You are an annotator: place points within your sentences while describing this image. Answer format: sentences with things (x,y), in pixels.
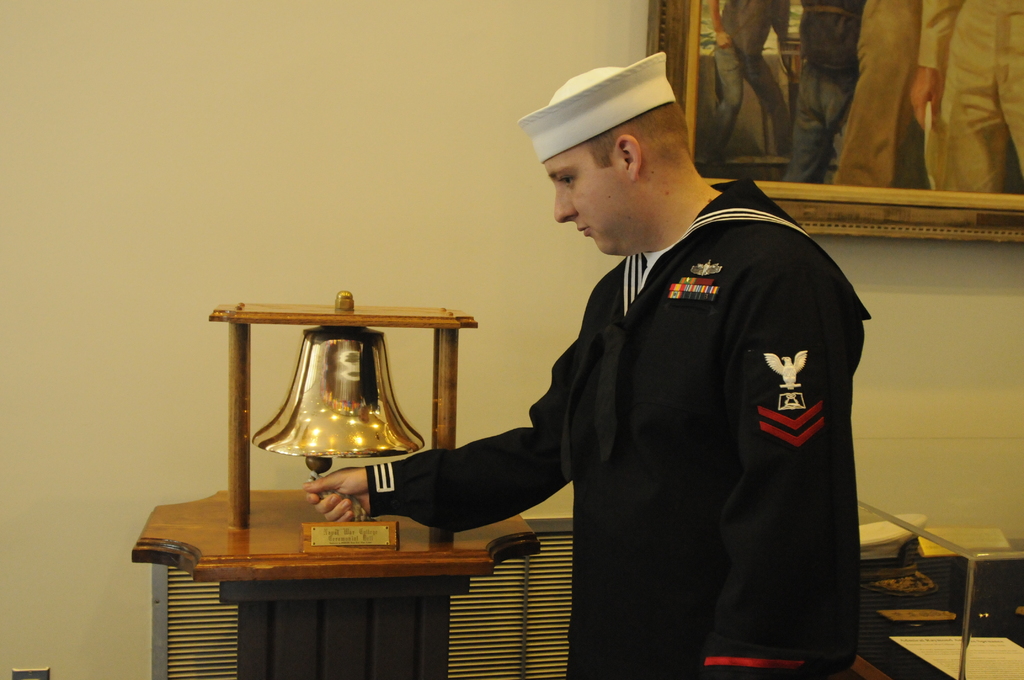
In this image there is a person (577,454) is ringing the bell (387,448), behind the person (576,388) on the wall (477,152) there is a wooden photo frame (766,162).
